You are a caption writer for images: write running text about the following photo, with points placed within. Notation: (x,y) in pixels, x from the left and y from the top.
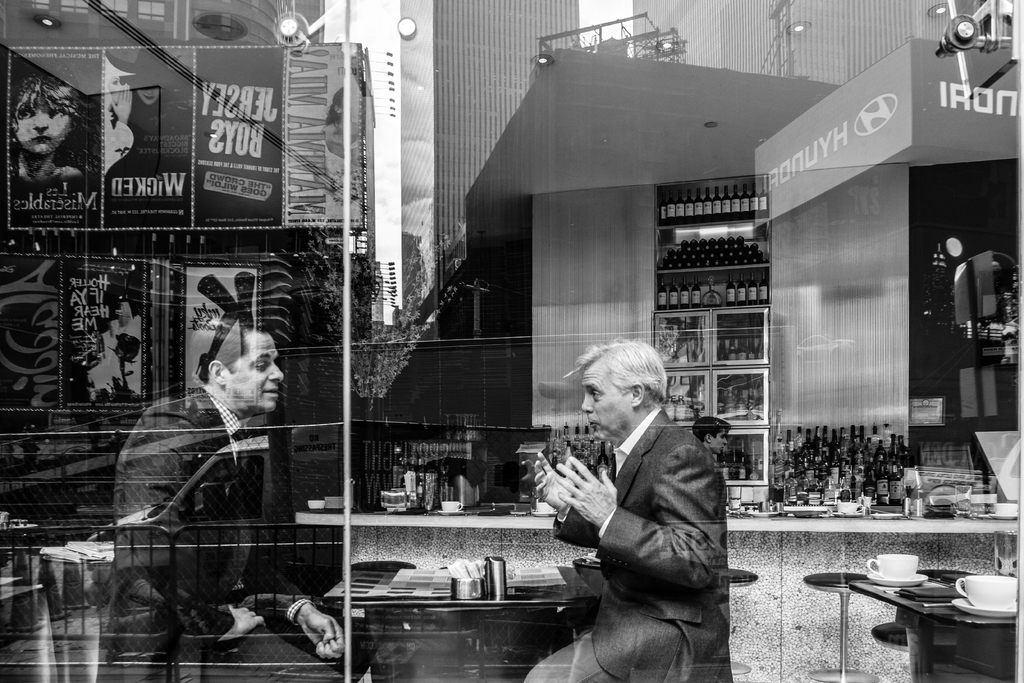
As we can see in the image there is a wall (898,323), shelves (757,242), bottles (700,208), banner (23,69) and two people (204,520) over here.
